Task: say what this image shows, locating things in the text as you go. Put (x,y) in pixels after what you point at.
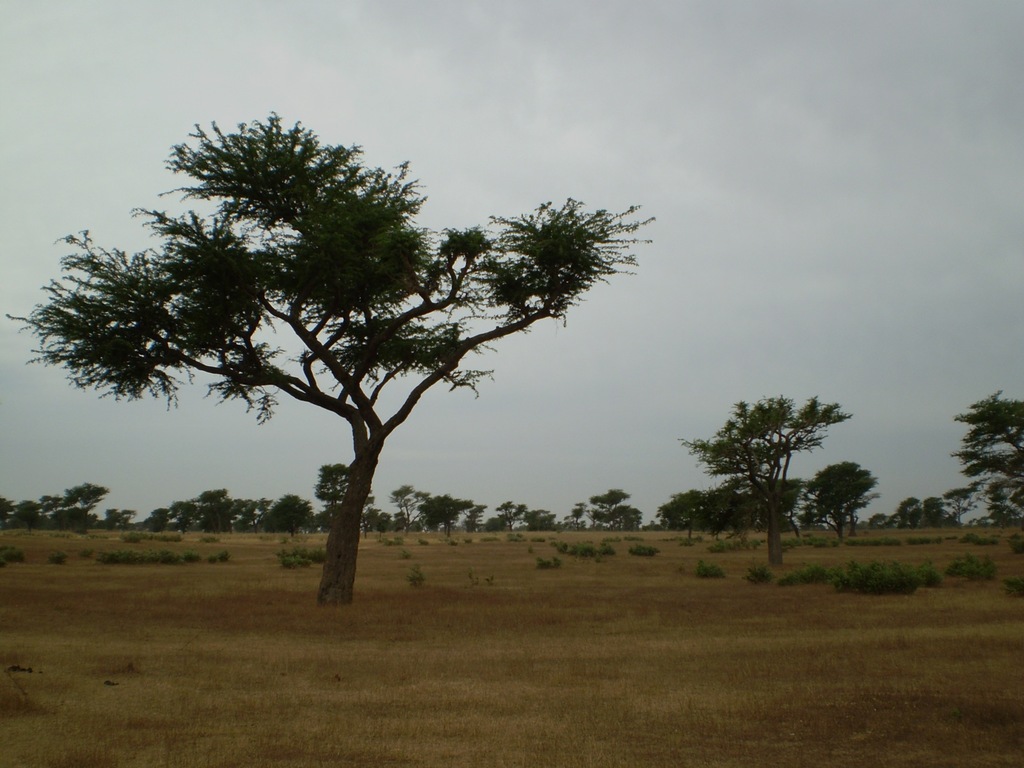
In this image I can see trees (449,525) in an open grassland (488,636). At the top of the image (463,105) I can see the sky (445,112).
